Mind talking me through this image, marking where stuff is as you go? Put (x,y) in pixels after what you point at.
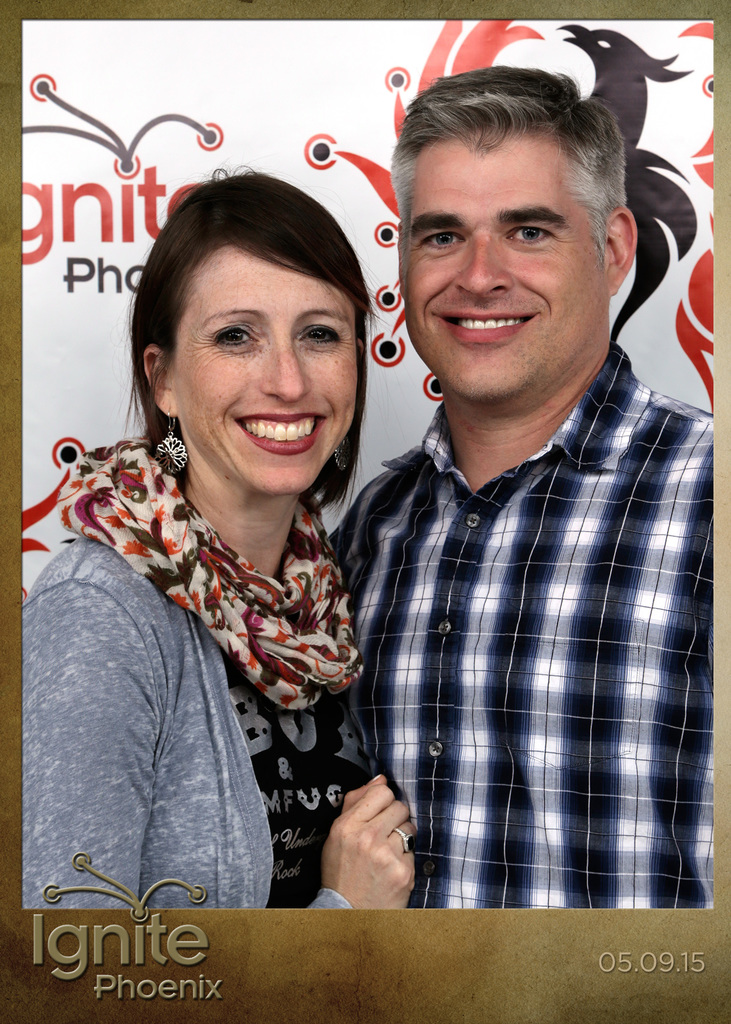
in this image we can see an edited picture. In this picture we can see two persons (273,587) and behind the persons (463,319) we can see some text (96,219) and logo (96,219). At the bottom (201,979) we can see some text (150,975).
